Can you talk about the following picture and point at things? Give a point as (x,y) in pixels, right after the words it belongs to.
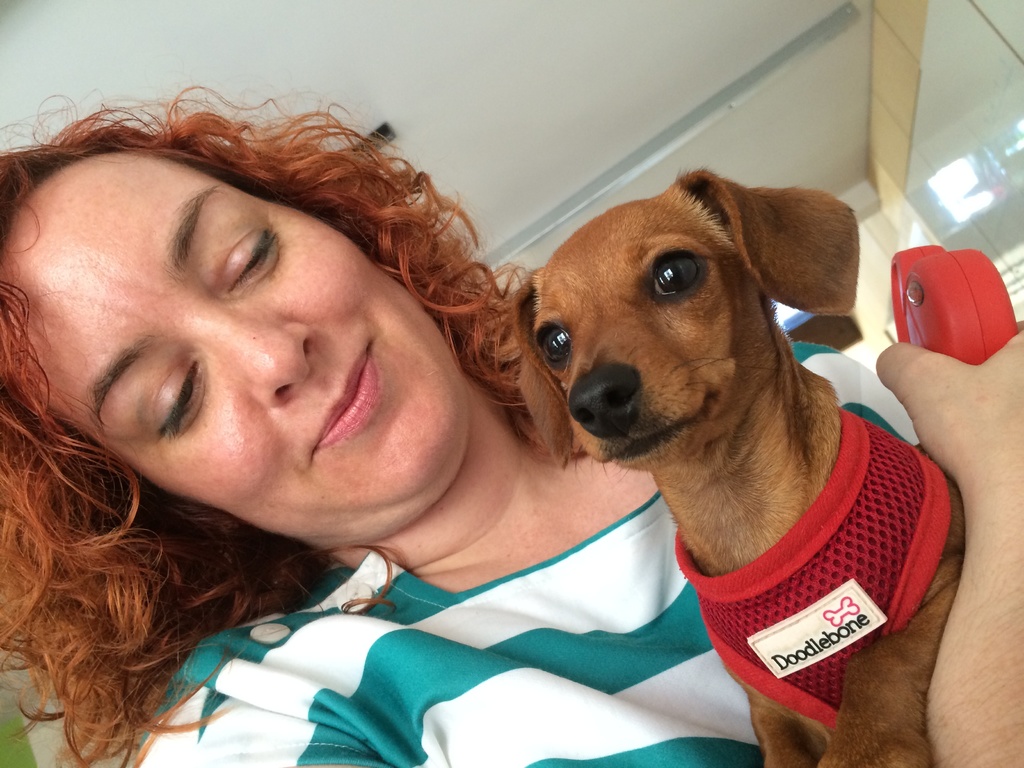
In this picture the woman (398,583) in white and green t shirt (449,642) was holding dog (717,502) and the dog (775,518) is wearing dress (833,559). Behind the woman (326,452) there is a roof top (528,100) and a glass door (944,116).
